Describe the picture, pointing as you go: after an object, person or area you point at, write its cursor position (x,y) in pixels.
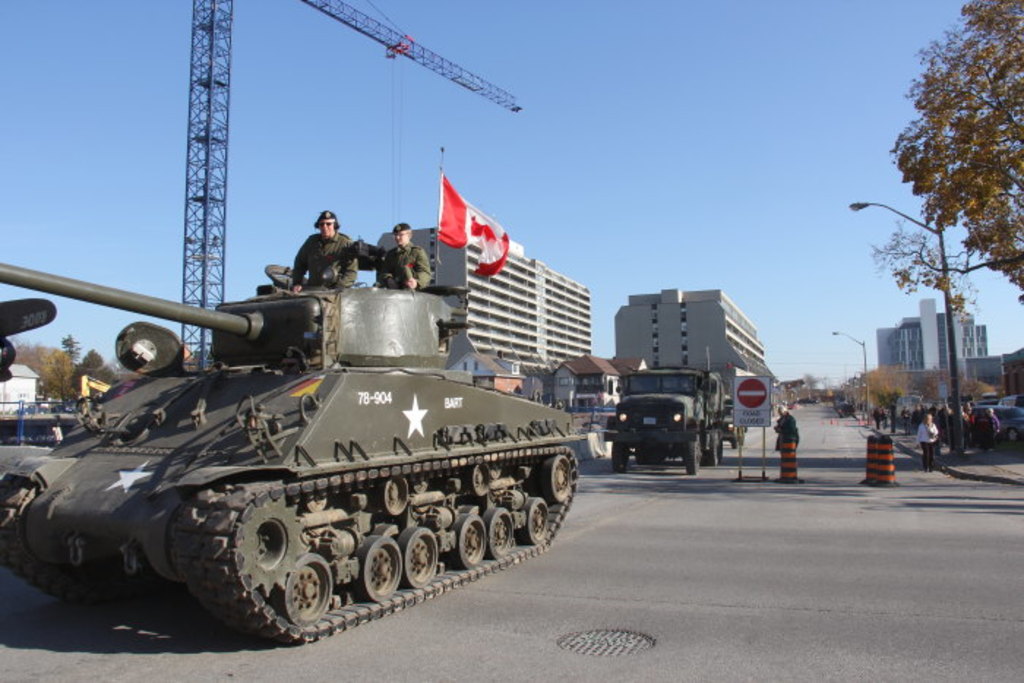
In this picture we can see two people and a flag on a reserve tank (146,516). We can see a few people (990,426) on the path (768,472). Few objects (765,391) and a vehicle (726,428) is visible on the path (870,425). There are street lights (954,443), buildings (522,332) and a few trees (950,187) in the background (772,393).
